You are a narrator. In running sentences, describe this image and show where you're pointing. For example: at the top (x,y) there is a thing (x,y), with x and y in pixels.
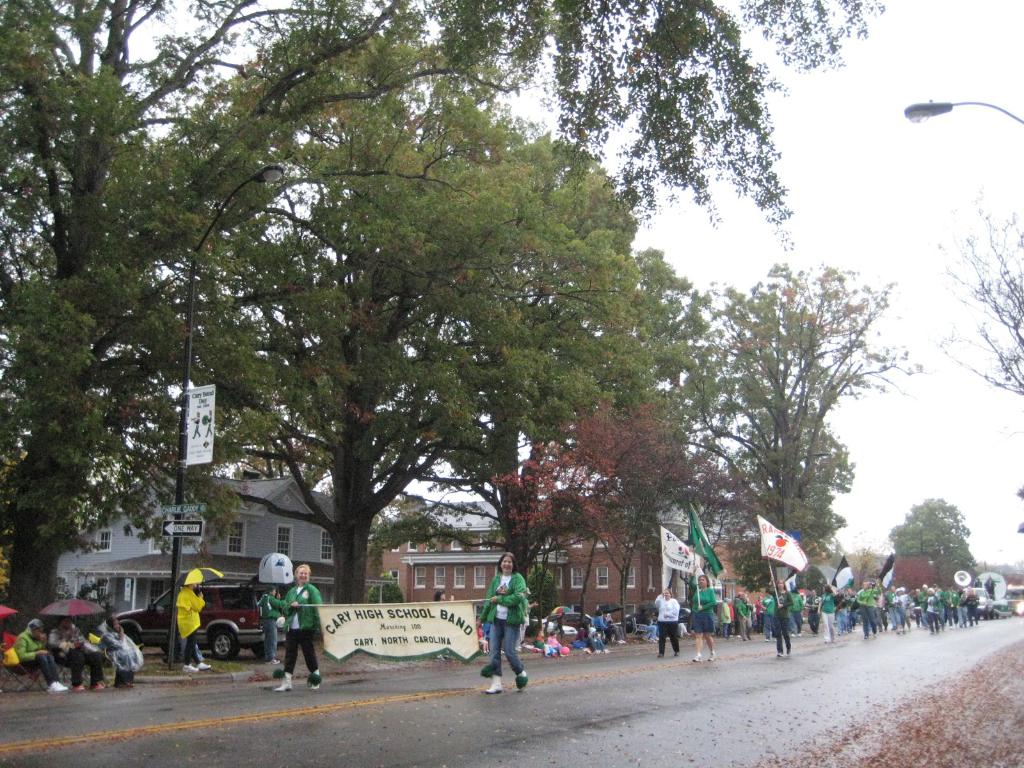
In this image we can see a few people (585,631), some of them are sitting on chairs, some are holding flags (891,558), banners (405,621), there are some trees (492,303), poles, sign boards (196,409), street lights (1007,112), houses (652,575), umbrellas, also we can see the sky (928,387).
